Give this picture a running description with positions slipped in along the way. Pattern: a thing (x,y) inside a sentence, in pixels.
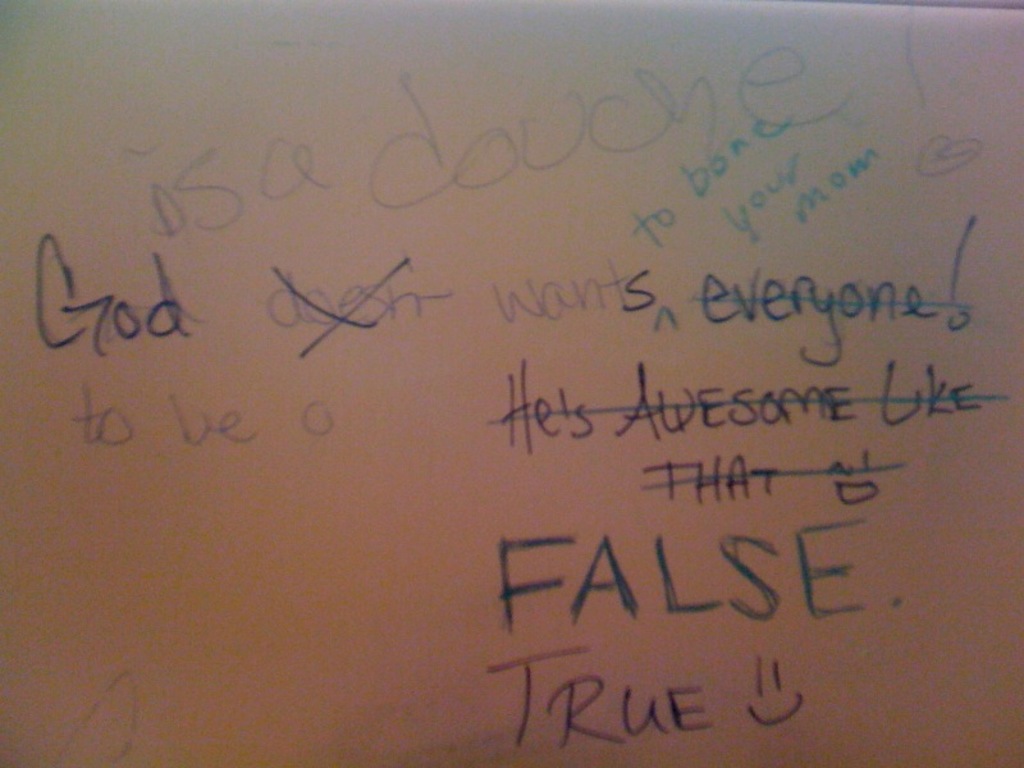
In the center of the image (420,484) there is a board (461,491) and we can see text (326,297) written on the board (600,426).
